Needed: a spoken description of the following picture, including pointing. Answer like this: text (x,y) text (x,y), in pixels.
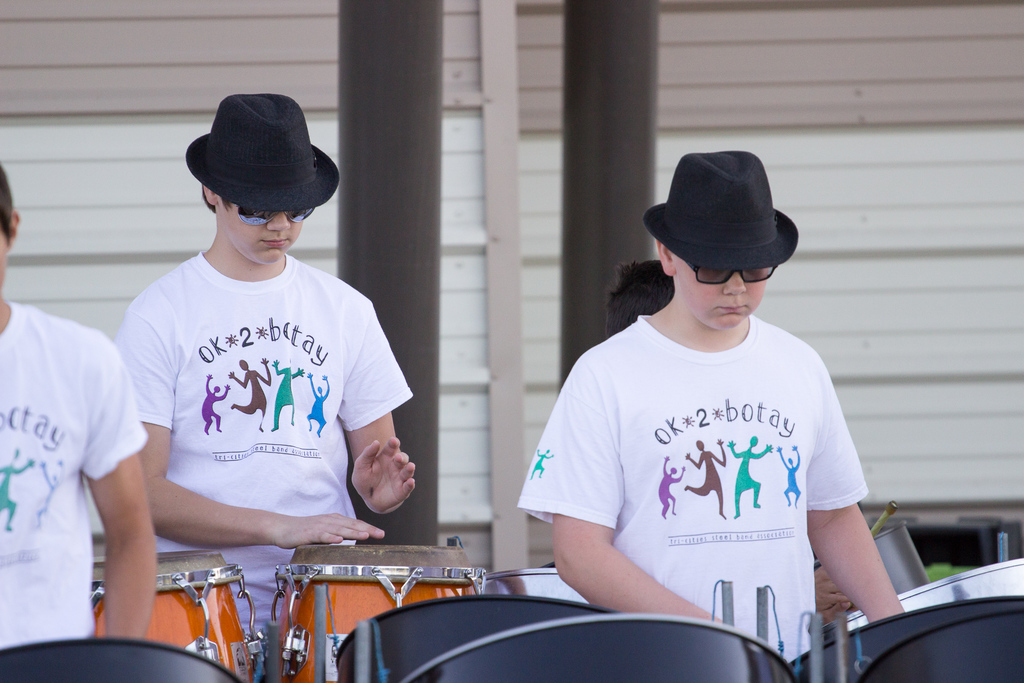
Here 3 people (220,544) are standing and beating the drums (179,582) and these two people (381,401) are wearing white color shirts (685,424).
